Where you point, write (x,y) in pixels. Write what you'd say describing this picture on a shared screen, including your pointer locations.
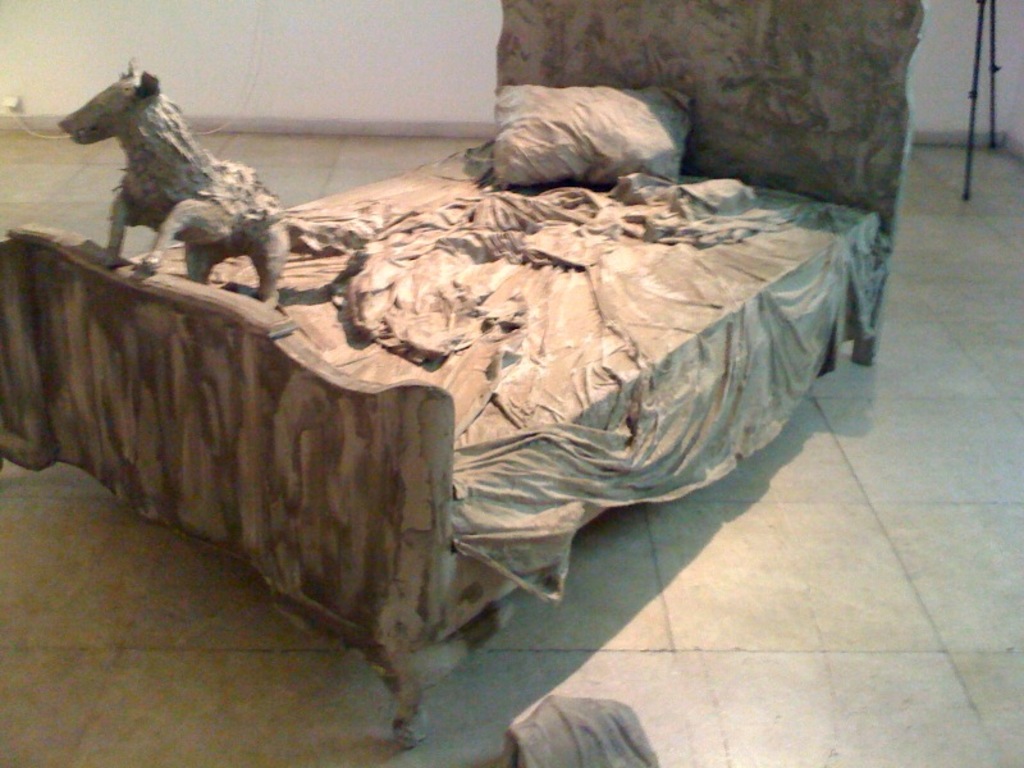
There is a cot (629,32). There is a blanket (620,303), pillow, dog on a cot (605,259). We can see in background (958,105) floor (937,154), wall (917,111) and stand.
